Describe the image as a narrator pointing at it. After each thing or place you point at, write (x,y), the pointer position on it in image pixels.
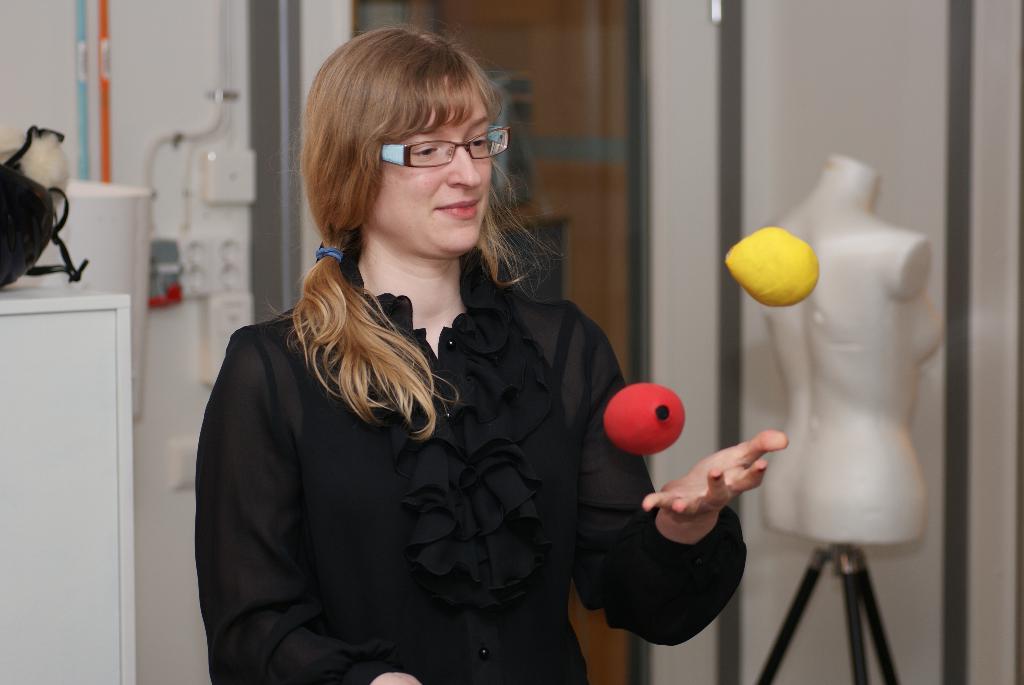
In this image I can see the person (322,465) with black color dress (373,435) and the specs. There are the red and yellow color objects (630,410) in the air (716,413). To the right (894,359) there is a mannequin (885,396). To the left (122,336) I can see some black and white color objects (59,371).
